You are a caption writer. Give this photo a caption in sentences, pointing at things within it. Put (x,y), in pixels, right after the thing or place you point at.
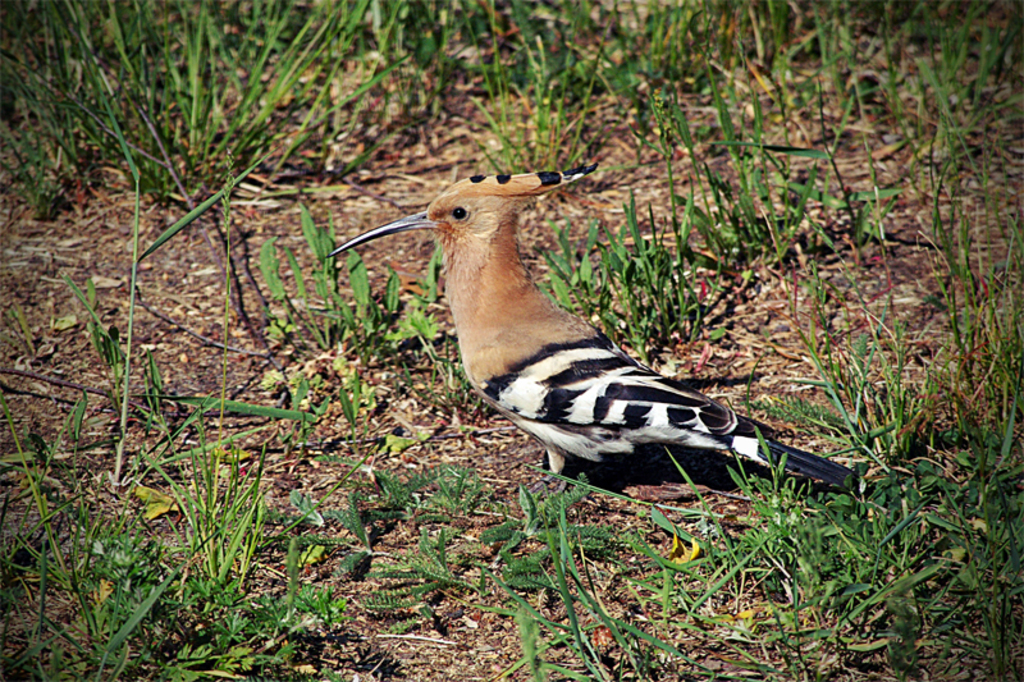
In this image we can see a bird (496,368) and grass (349,314) on the ground (330,472).
